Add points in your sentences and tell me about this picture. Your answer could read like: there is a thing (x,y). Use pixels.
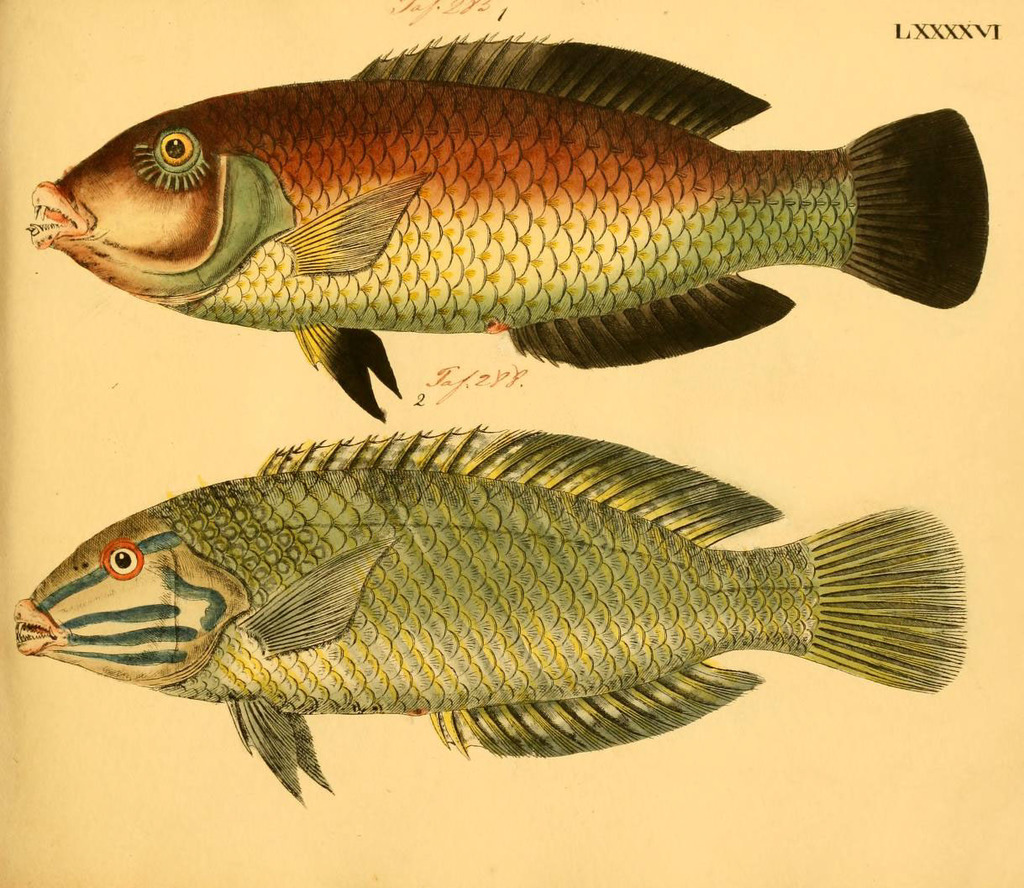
In this image we can see there is a sketch (451,574) of two fishes (499,567).
